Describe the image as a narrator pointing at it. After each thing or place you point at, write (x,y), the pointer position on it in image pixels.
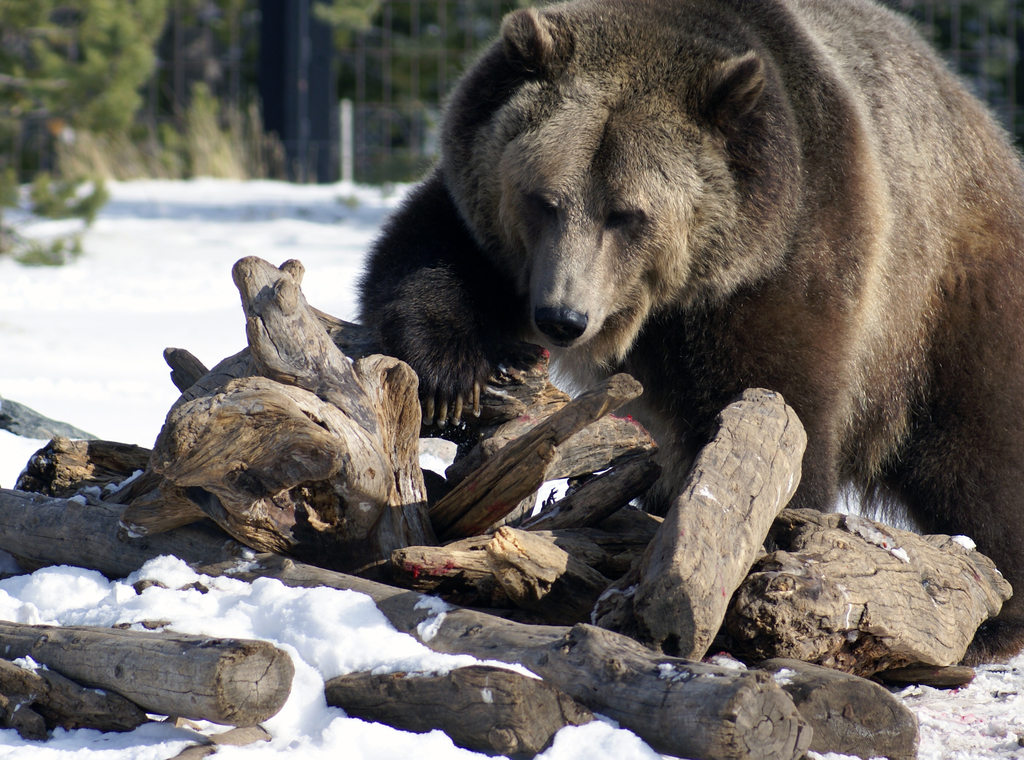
In this image, we can see a bear (687,256) near the wooden sticks (394,473) on the snow (416,652). Background (1018,74) there is a blur view. Here we can see trees (50,64), plants (272,147) and pole (315,80).
